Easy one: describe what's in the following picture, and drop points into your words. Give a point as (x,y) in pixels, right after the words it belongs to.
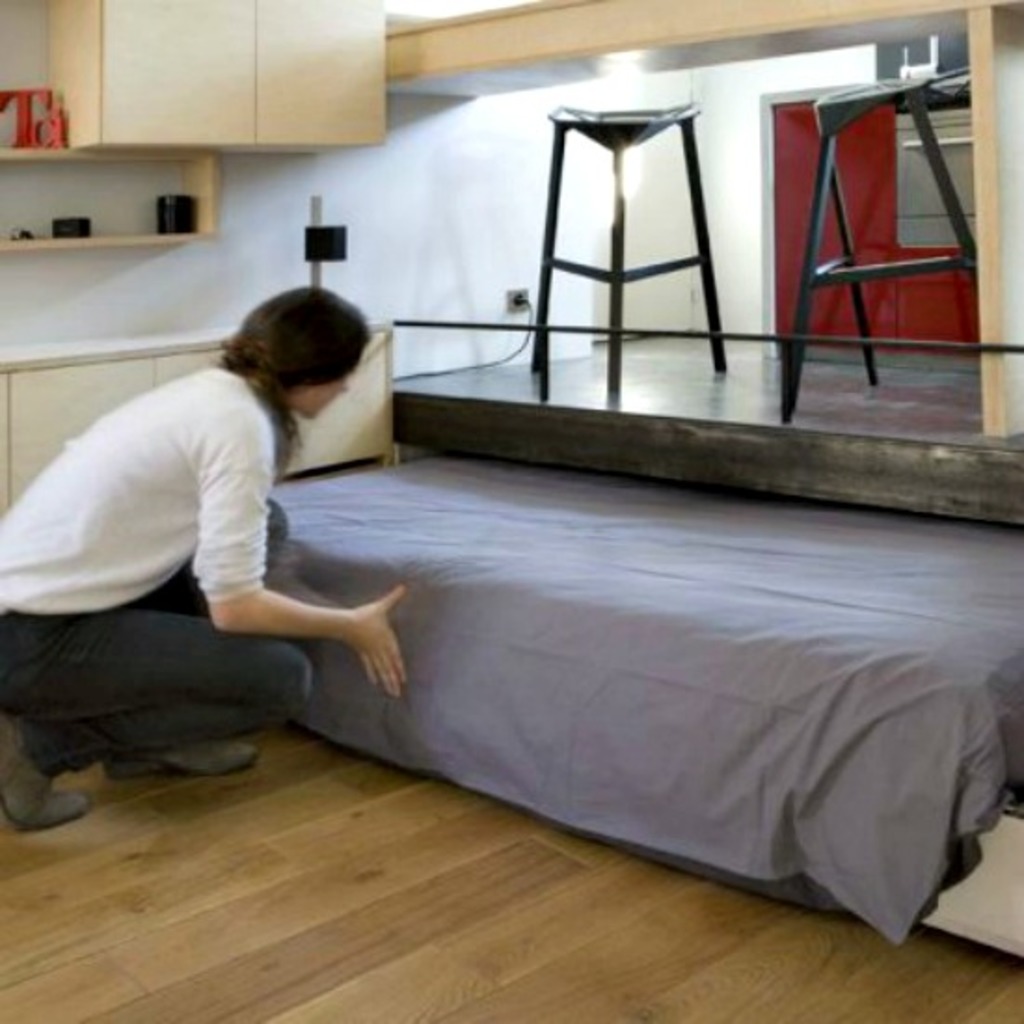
This picture shows a bed (630,668) and a women (5,761) pushing it and we see two stools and a cupboard (33,360).
